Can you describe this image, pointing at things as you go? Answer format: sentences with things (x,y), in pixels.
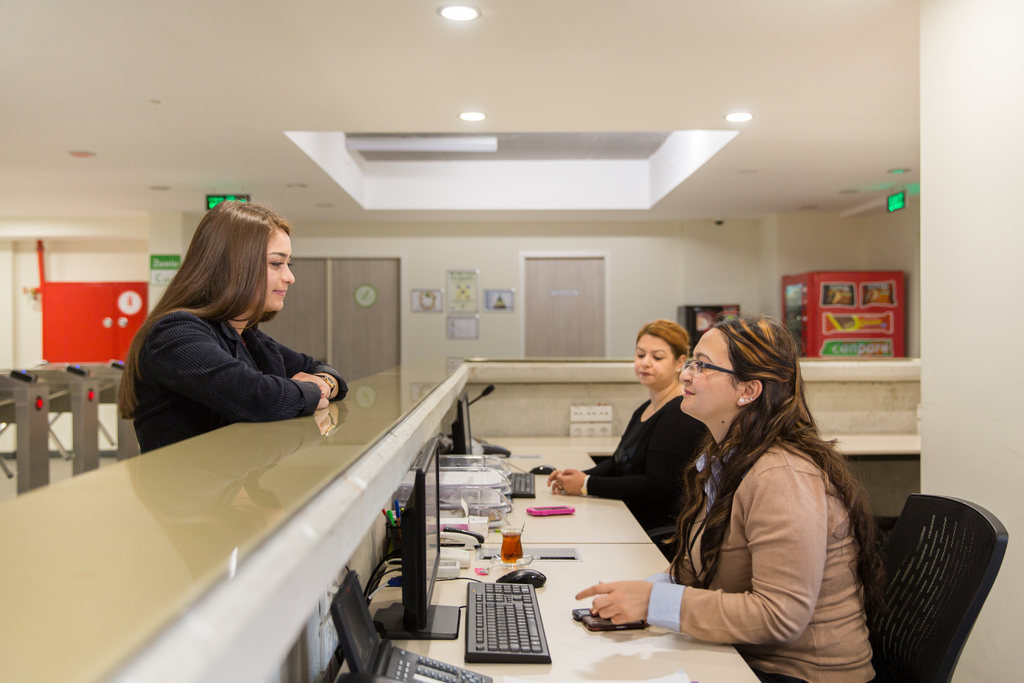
In this image we can see people (696,384) sitting on the chairs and one person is standing in front of them, on the desk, we can see some objects (347,626) like systems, mouse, keyboards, mobiles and other, on the top of the roof (779,142), we can see some lights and direction boards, there are some photo frames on the wall (604,227) and a sign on the door (338,363).
